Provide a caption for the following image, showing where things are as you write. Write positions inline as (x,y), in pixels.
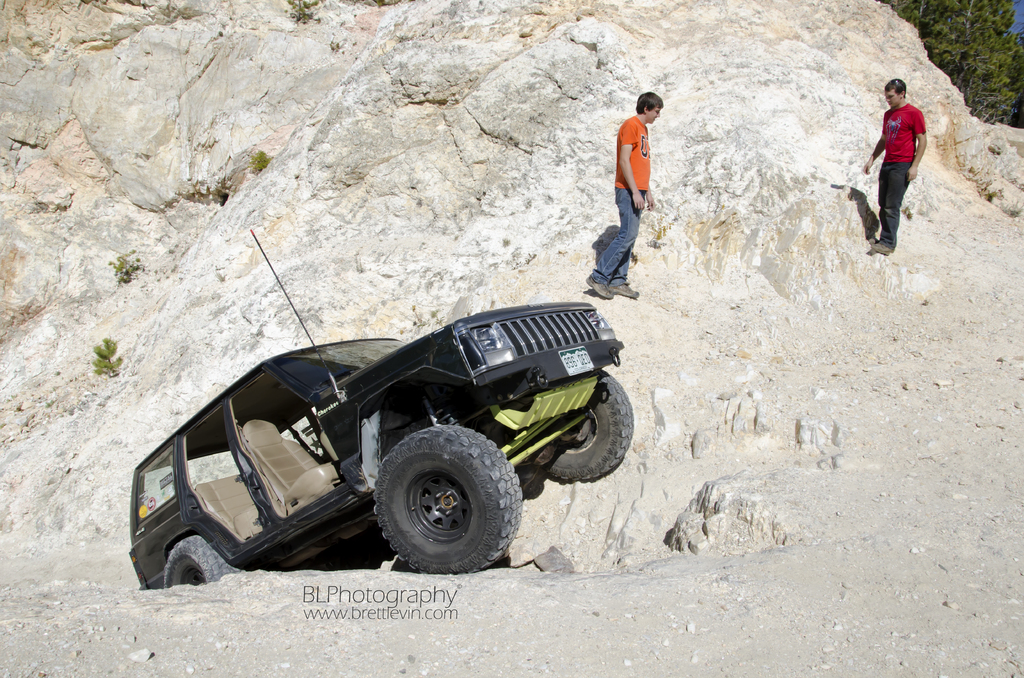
In this image we can see there is a car (520,403) and there are two persons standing on the rock (698,221).
